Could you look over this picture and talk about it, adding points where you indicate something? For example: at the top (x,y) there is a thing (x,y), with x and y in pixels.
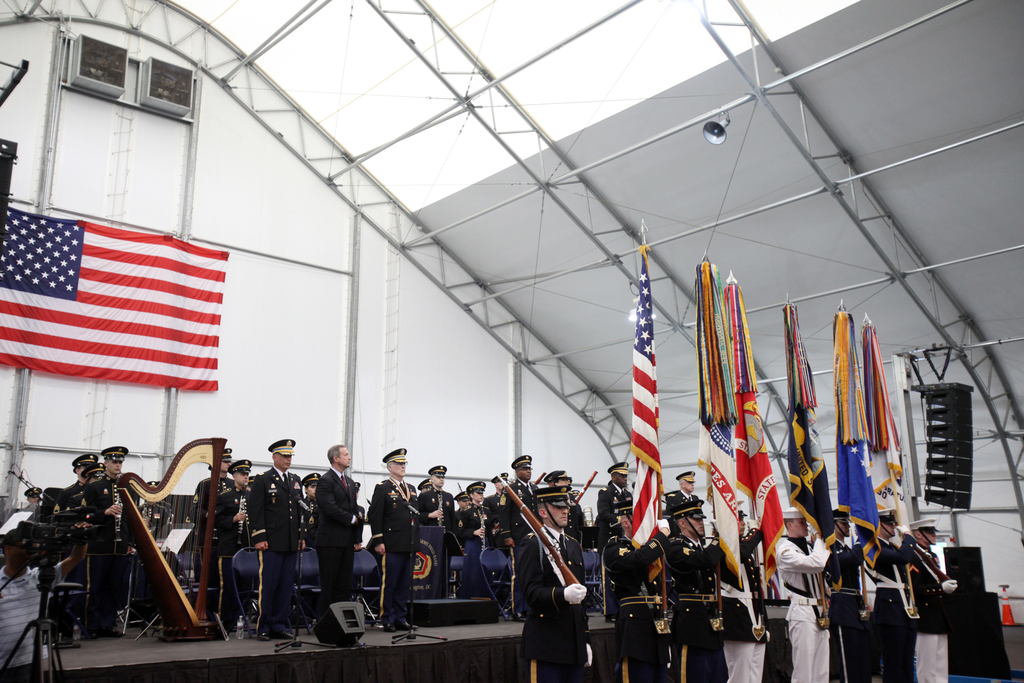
In this picture, we see many people (276,555) are standing on the stage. On the left side (103,602), we see a man (112,481) in the uniform (106,500) is playing the musical instrument (187,560). Behind them, we see a white wall (238,363) on which a flag (161,325) in red, white and blue color are placed. At the bottom of the picture (795,584), we see people (543,575) in uniform (572,550) are holding guns (558,577) and flags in their hands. These flags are in different colors. This picture might be clicked in the auditorium (381,470).
